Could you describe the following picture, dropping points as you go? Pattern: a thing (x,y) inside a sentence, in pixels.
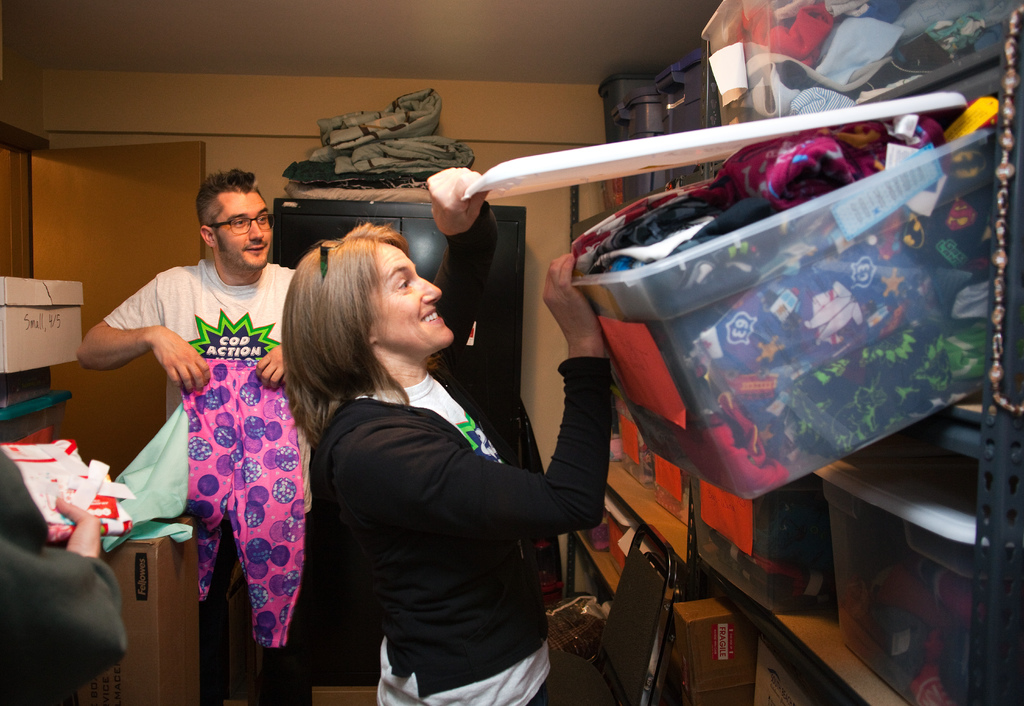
To the right side of the image (773,401) there are boxes (827,282) with clothes (835,128) arranged in a rack (789,655). In the background of the image (595,195) there is wall (318,127). To the left side of the image (95,173) there is a door (127,287). There are people (23,500) standing. At the top of the image (277,44) there is ceiling (355,50). In the center of the image (446,299) there is a lady (366,287) holding a box (957,100).
